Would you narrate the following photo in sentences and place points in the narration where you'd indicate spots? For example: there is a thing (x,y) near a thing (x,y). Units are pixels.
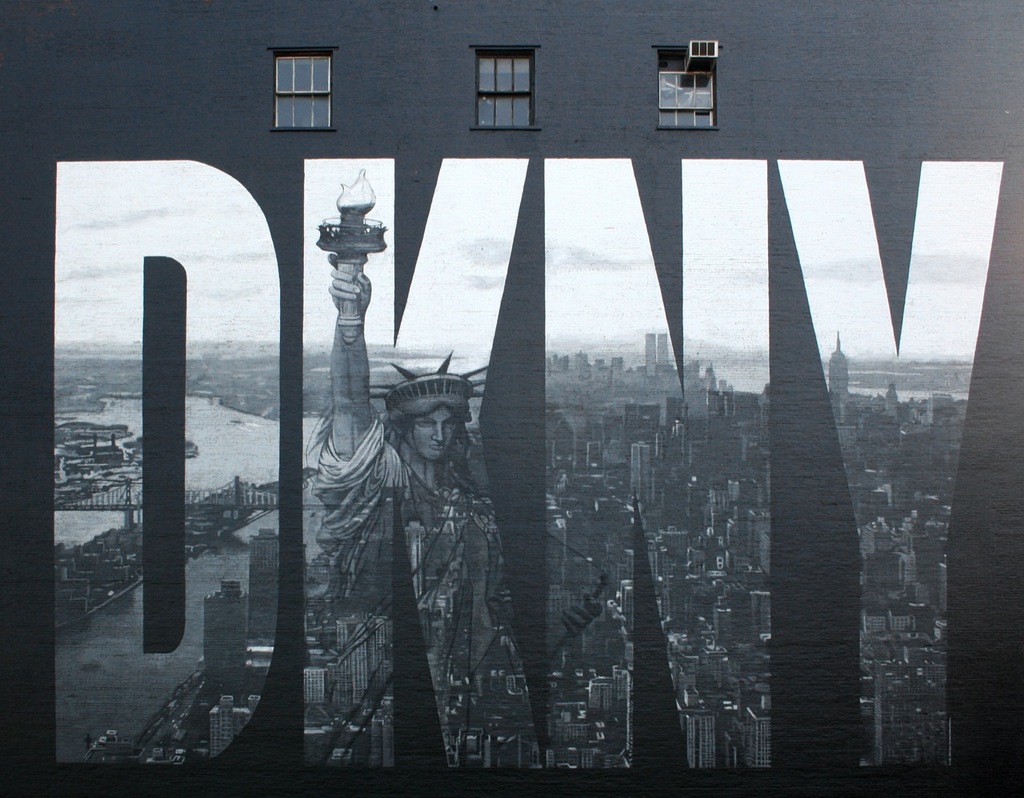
In this image, we can see a wall (973,648) with windows (323,86) and painting (421,362). In this painting (412,519), we can see a statue (396,475), few buildings (434,635), bridge (241,500) and sky (438,289).
